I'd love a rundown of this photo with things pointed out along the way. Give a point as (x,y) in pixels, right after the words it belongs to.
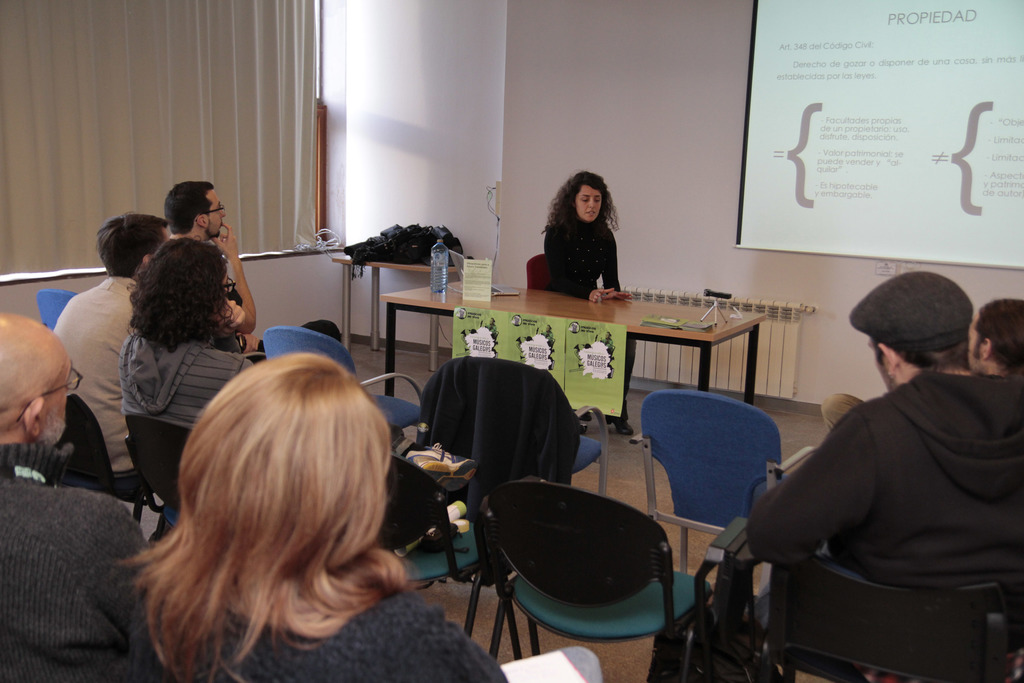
Group of people (150,415) are listening to a woman (573,264) who is explaining something with a screen (777,225) beside her.
